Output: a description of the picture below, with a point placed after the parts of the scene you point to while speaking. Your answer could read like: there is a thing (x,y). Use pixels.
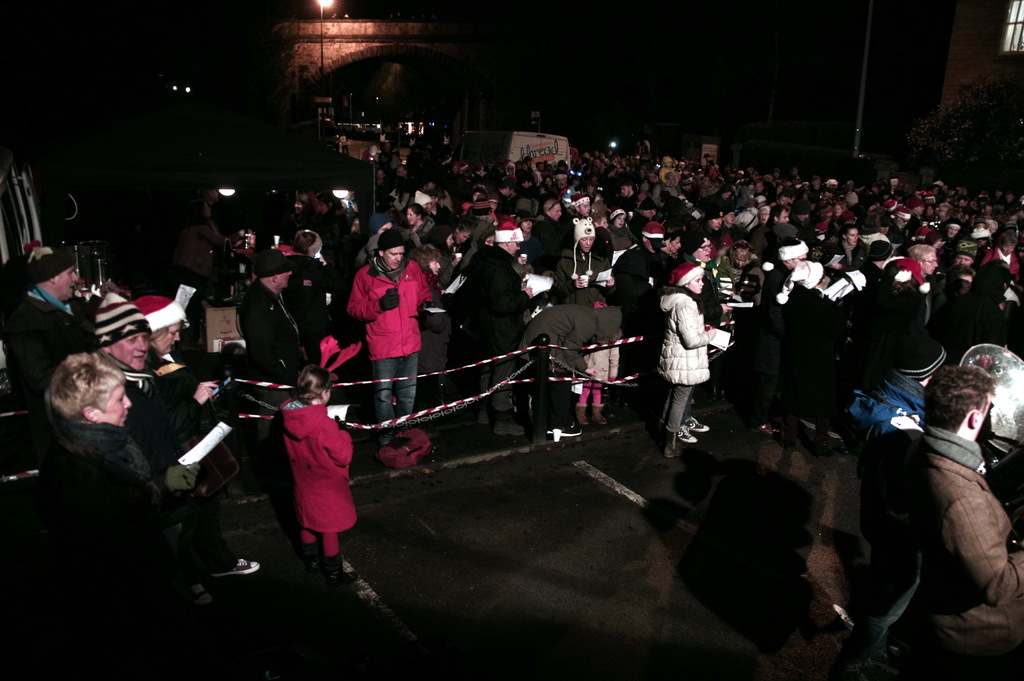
In this picture we can see a group of people (486,197) standing and some people (156,421) holding the papers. In front of the people (552,352) there are poles (547,370) with ropes (593,379). Behind the people (482,226) there is a vehicle's (510,148), bridge (419,41), tree (994,111), a building (964,74) and the poles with a light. Behind the bridge (293,55) there is a dark background (115,63).
